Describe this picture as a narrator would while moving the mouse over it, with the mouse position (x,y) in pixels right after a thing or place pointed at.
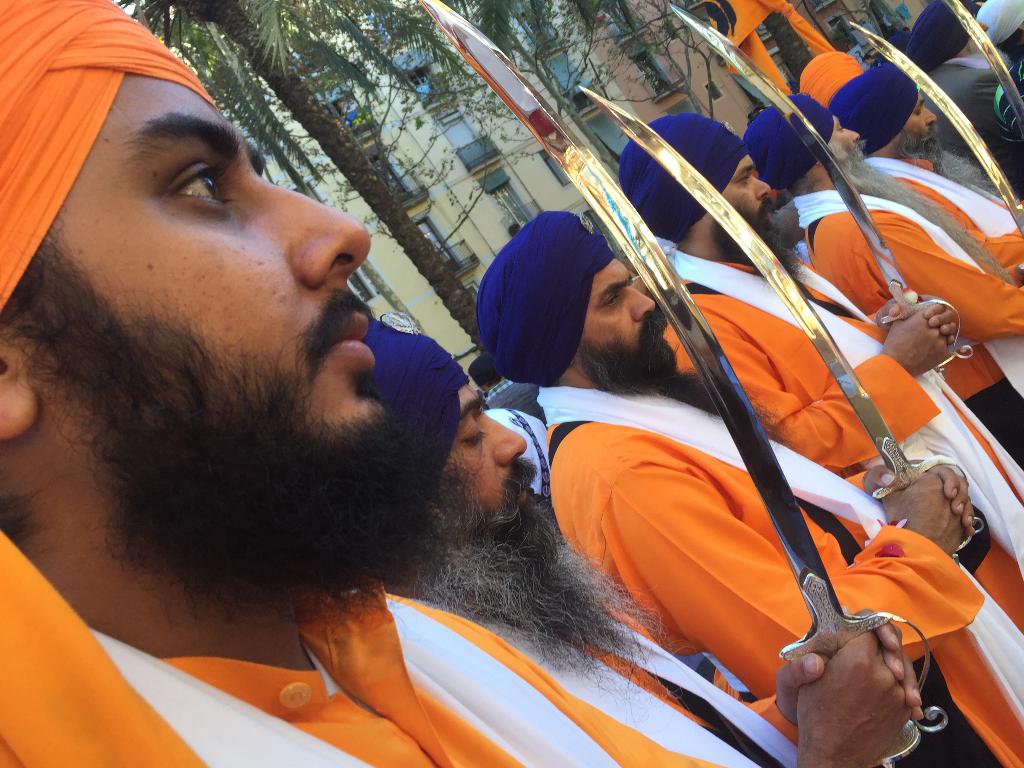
There are some persons (549,383) standing and holding a sword (726,397) as we can see at the bottom of this image (792,552). There are some trees (591,20) and building (616,76) in the background (616,50).
